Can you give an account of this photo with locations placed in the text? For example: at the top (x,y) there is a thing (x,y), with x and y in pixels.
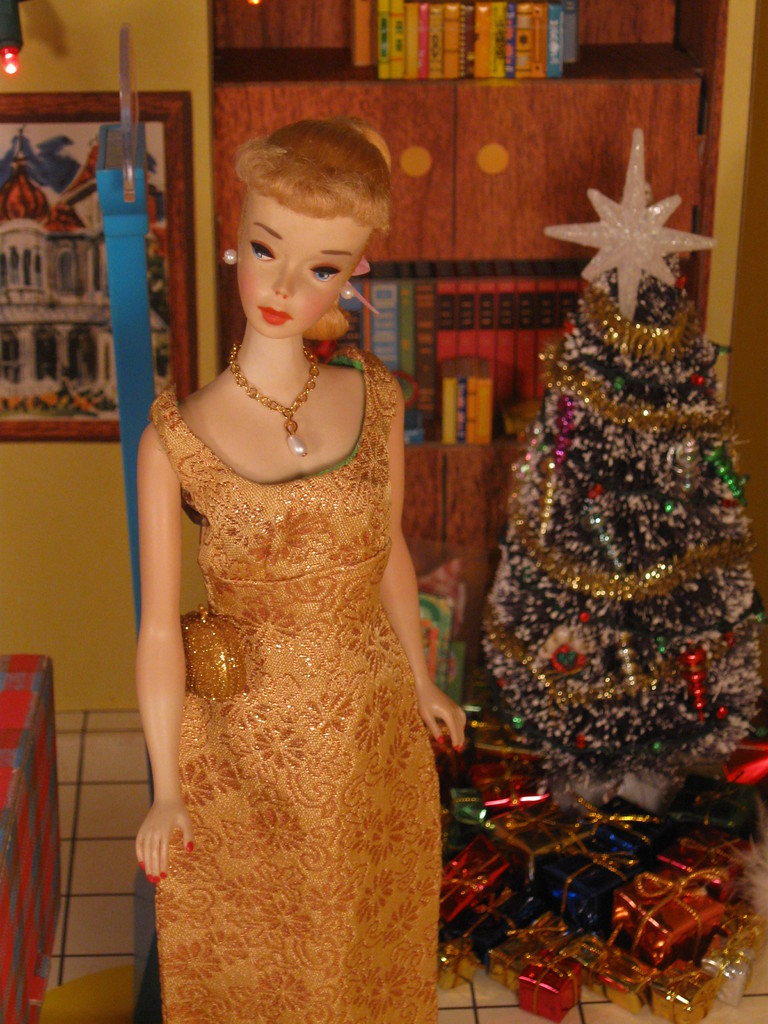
This image consists of a doll (228,475) dressed in a golden color. To the right (547,466), there is a xmas tree (624,493). In the background (474,250), there are cupboards (258,97) in which books (508,354) are kept. To the left (106,628), there is a wall (72,60) on which a frame (0,303) is fixed.
